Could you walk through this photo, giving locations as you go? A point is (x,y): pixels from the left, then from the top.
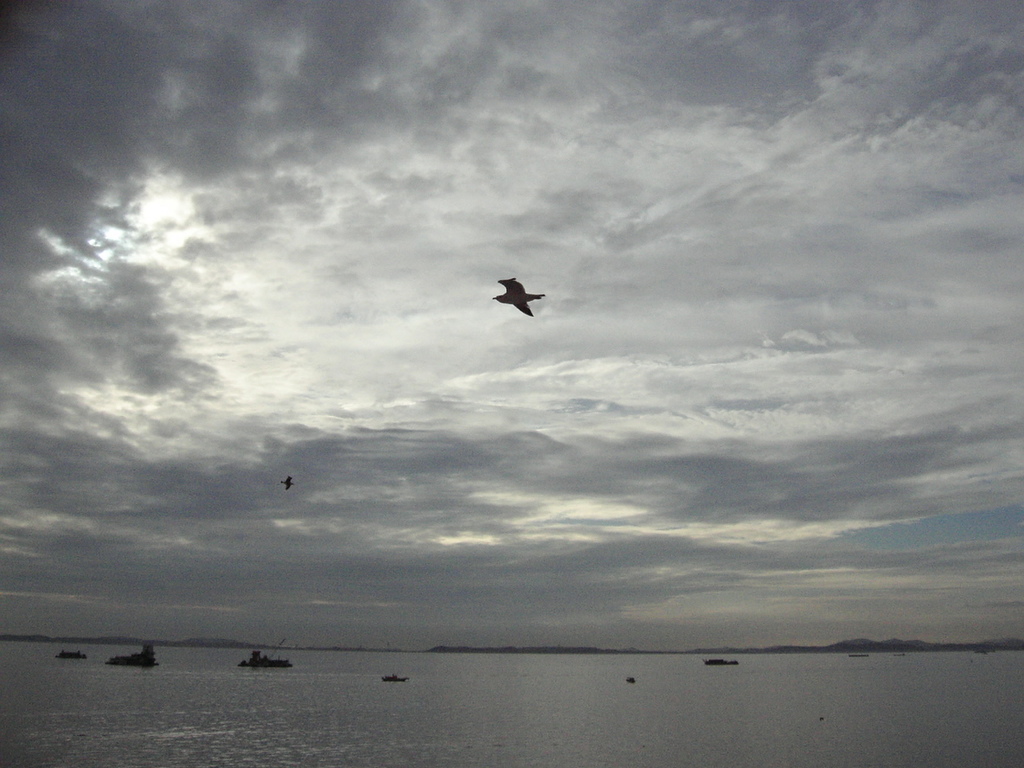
In this image we can see some boats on the water (226,708) and there are two birds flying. We can see the sky (707,96) with clouds (796,138) at the top of the image (707,96).
